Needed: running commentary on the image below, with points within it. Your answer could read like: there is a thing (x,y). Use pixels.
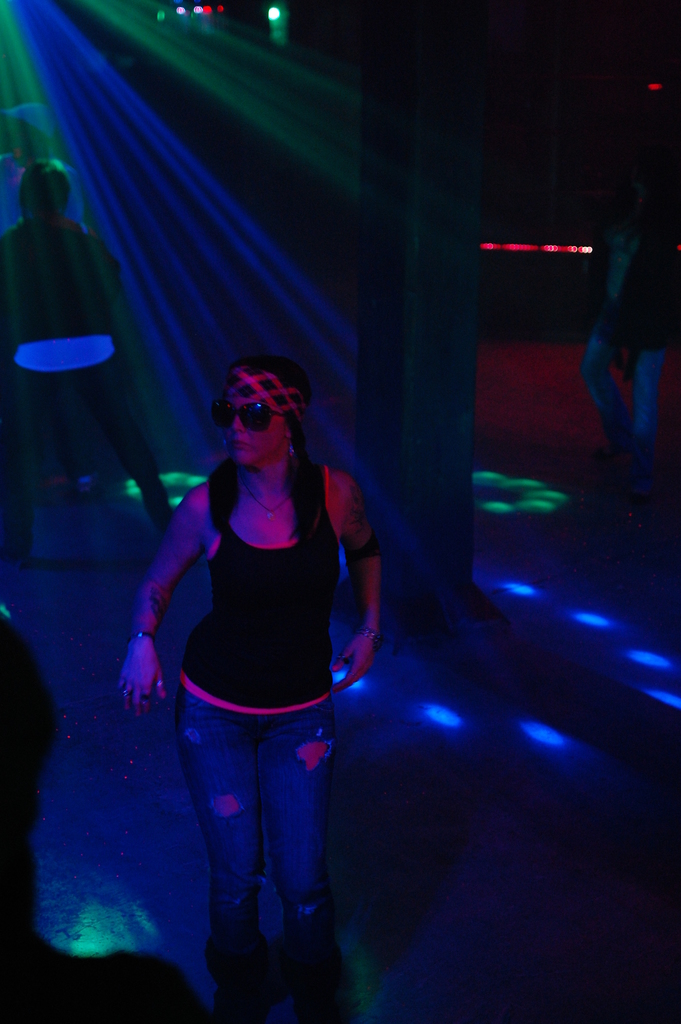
In the image few people (31,250) are standing. Behind them there are some lights (357,169).
